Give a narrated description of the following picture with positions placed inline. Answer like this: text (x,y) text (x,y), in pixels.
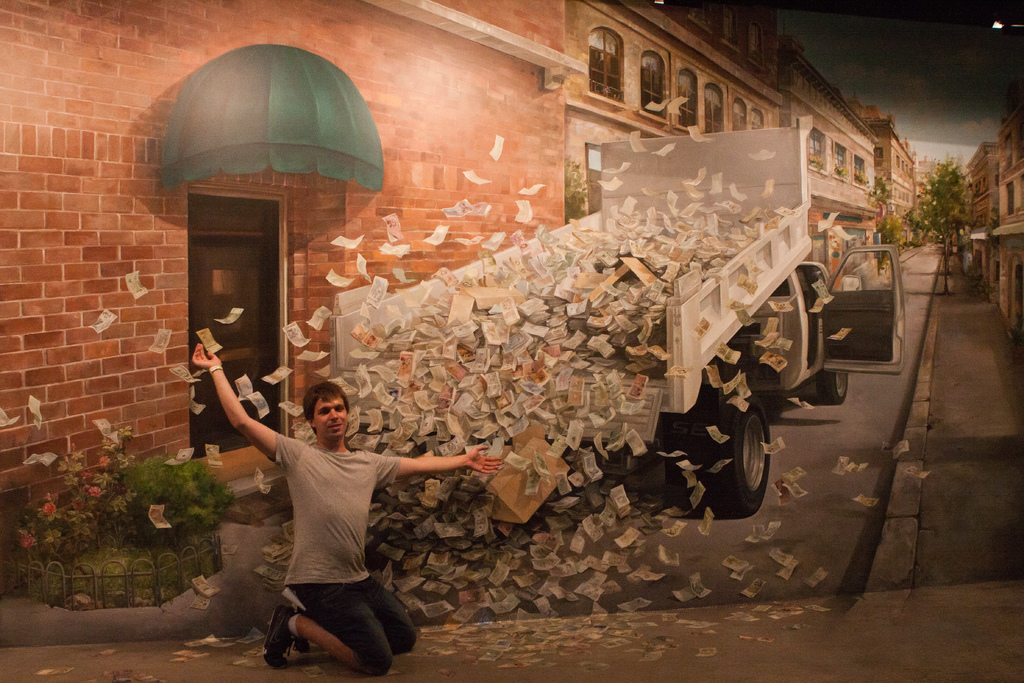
In the middle of the image (373,452) a person (357,631) is sitting. Behind him we can see some plants (85,567) and there is a vehicle (783,225) on the road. In the vehicle (631,190) we can see some currency notes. At the top of the image (371,215) we can see some buildings (514,27) and trees (963,199).
